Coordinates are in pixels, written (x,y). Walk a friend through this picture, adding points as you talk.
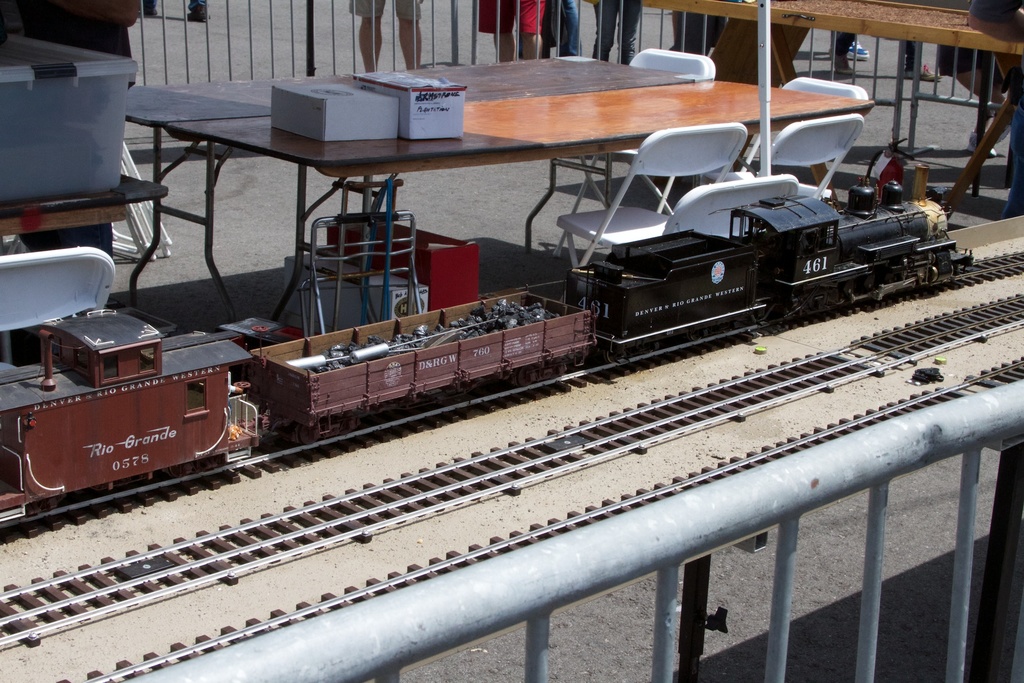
There is a toy (142,415) on the railway track (928,289), near other two railway tracks (857,362) and a gray color fencing (798,531). In the background (795,145), there are chairs (781,143) arranged around a table (488,81), on which, there are two objects (301,100), near other chair (51,293) arranged which is near a table (91,197), on which, there is another object (40,118), there is a fencing (940,68), outside this fencing (659,33), there are persons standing on the road (253,41).
